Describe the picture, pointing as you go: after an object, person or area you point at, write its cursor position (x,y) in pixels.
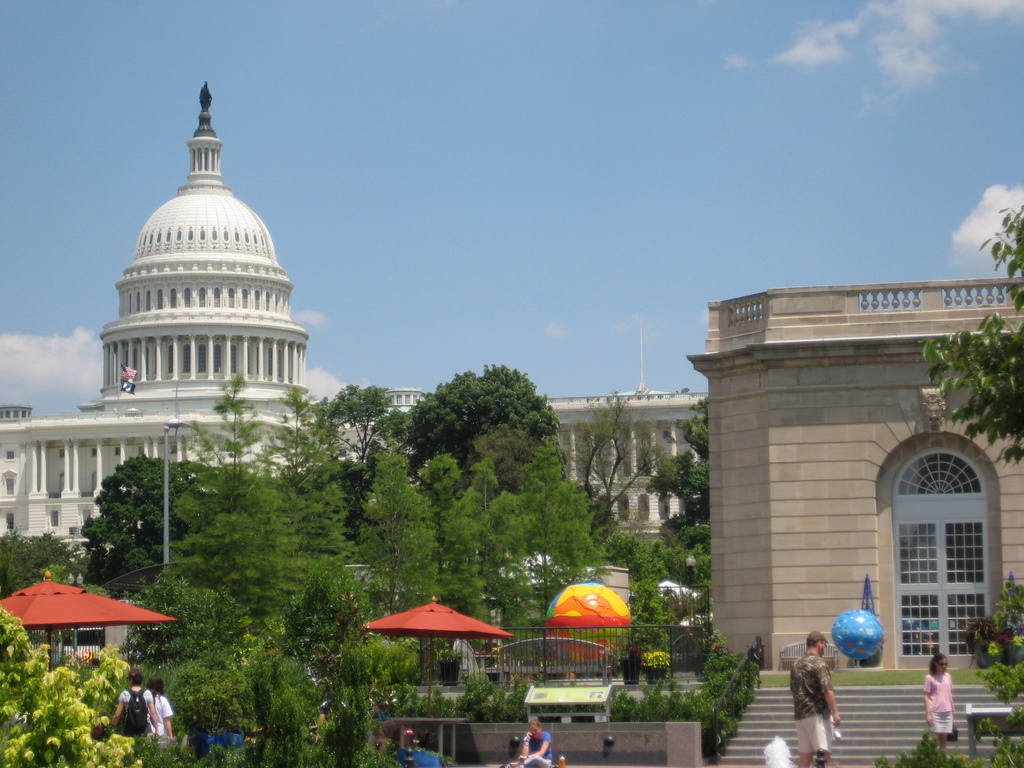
In this picture there are buildings (757,465) and trees (310,724) and there are umbrellas (401,617) and there are group of people (939,732). At the back (600,634) there is a railing (541,630) and there is a flag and pole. On the right side of the image (872,749) there is a staircase (878,723) and there is a hand rail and there is an object (865,624) and there is a board (577,701) on the wall (664,750). At the top (499,149) there is sky (596,160) and there are clouds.
